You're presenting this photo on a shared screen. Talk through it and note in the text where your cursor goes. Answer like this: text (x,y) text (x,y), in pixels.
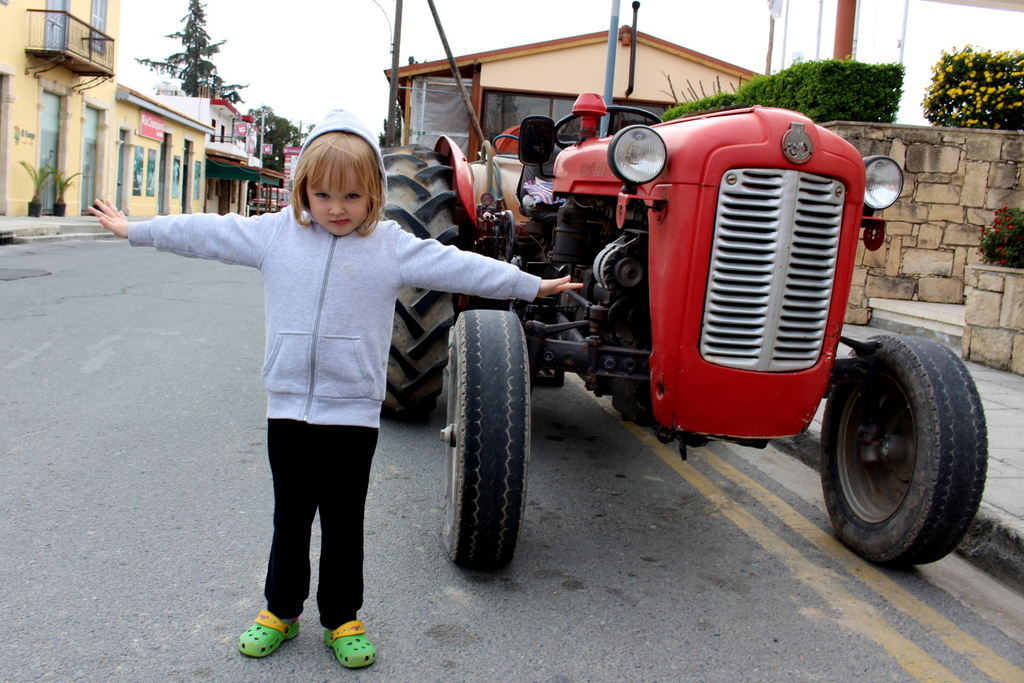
In this image we can see a girl (297,350) standing on a road (137,429), behind the girl (293,545) there is a tractor (716,300), on the left side of the image (133,159) there are buildings (97,160), trees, potted plants (59,213), on the right side of the image (790,69) there are plants (954,90) and wall (1004,202) and sky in the background (527,9).
